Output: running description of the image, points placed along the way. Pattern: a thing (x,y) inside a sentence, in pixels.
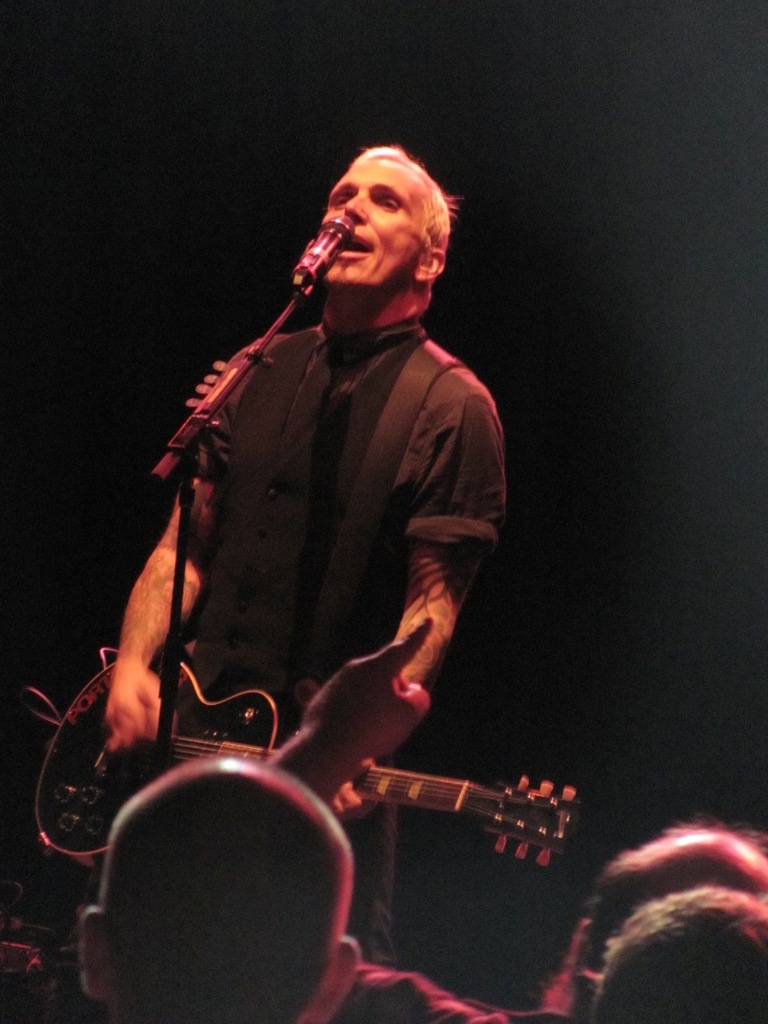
In the center (284,646) we can see one person (424,535) standing and holding guitar (197,735), in front there is a microphone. In the bottom (650,959) we can see few persons (619,981) were standing.
